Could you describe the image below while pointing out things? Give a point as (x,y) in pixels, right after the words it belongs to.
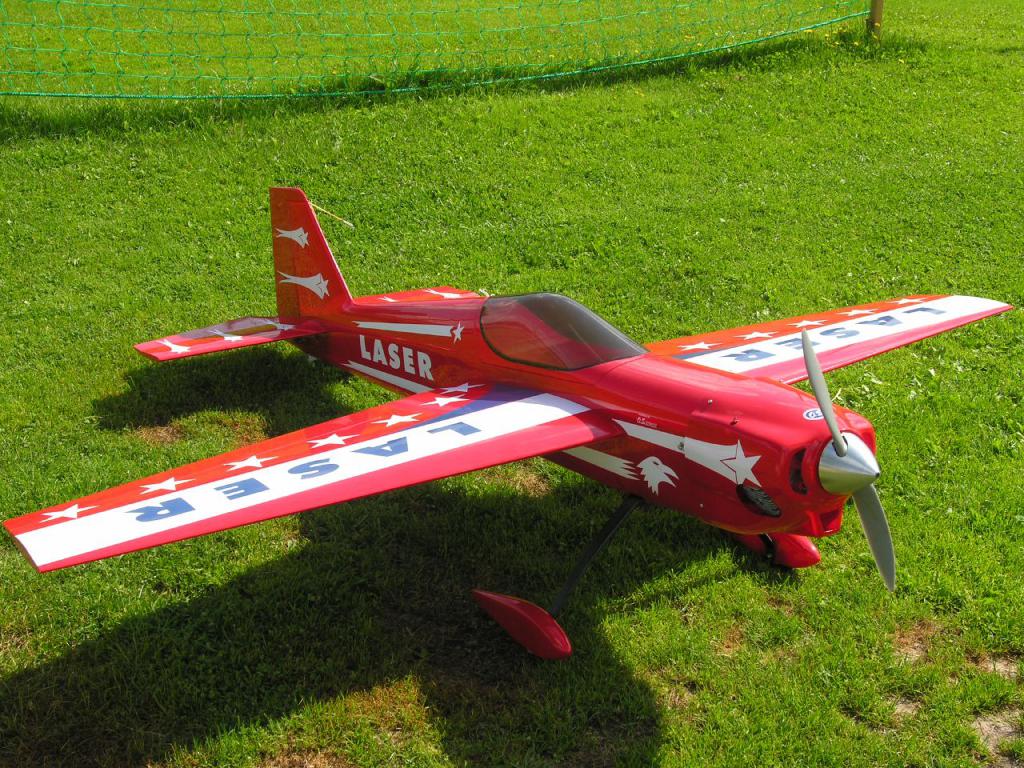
In this image, in the middle (589,398), we can see a toy airplane (663,422). In the background (394,274), we can see a grass (607,230).
